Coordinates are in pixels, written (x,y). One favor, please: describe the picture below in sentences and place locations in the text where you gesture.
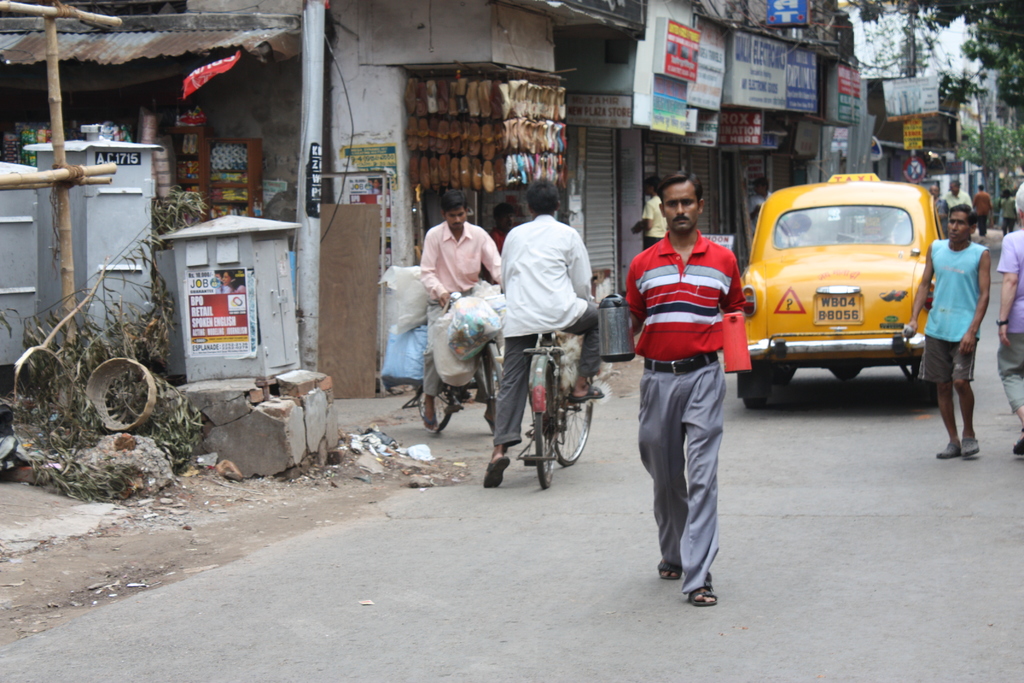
In this picture we can see some persons (666,187) on the road (852,550). There is a vehicle (874,299). Here we can see two persons (588,355) on the bicycle (536,463). This is pole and there is a shop (546,95). Here we can see a tree (978,139).
